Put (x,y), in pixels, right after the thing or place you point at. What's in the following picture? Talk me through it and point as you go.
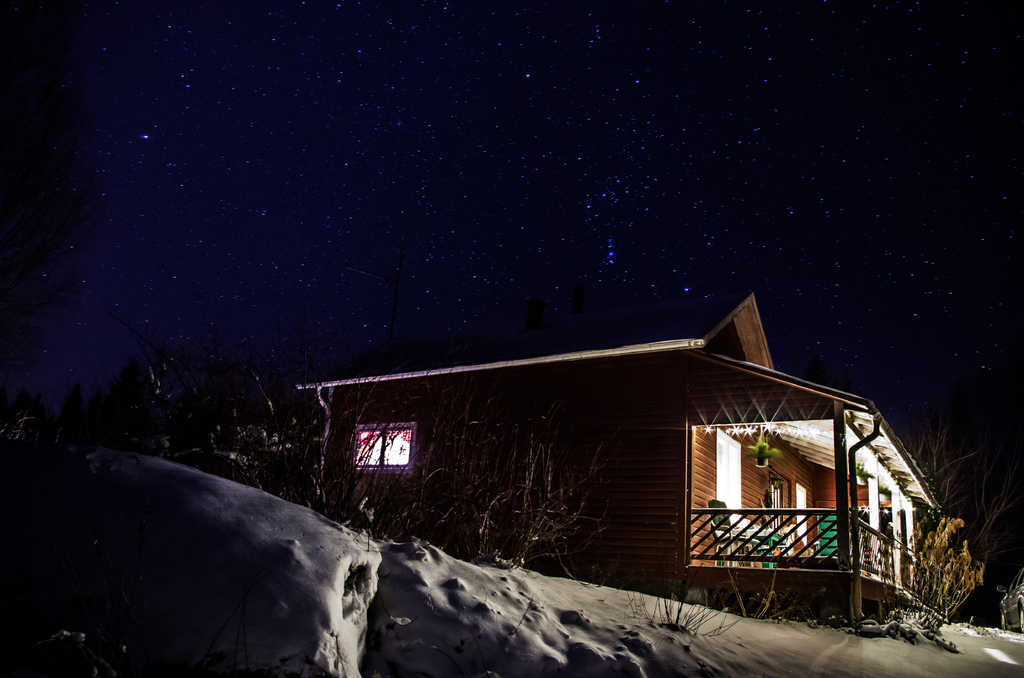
In this image I can see a house (892,461), at the top (399,203) I can see the sky (902,111) and in front of the house (614,544) I can see trees (943,519).
